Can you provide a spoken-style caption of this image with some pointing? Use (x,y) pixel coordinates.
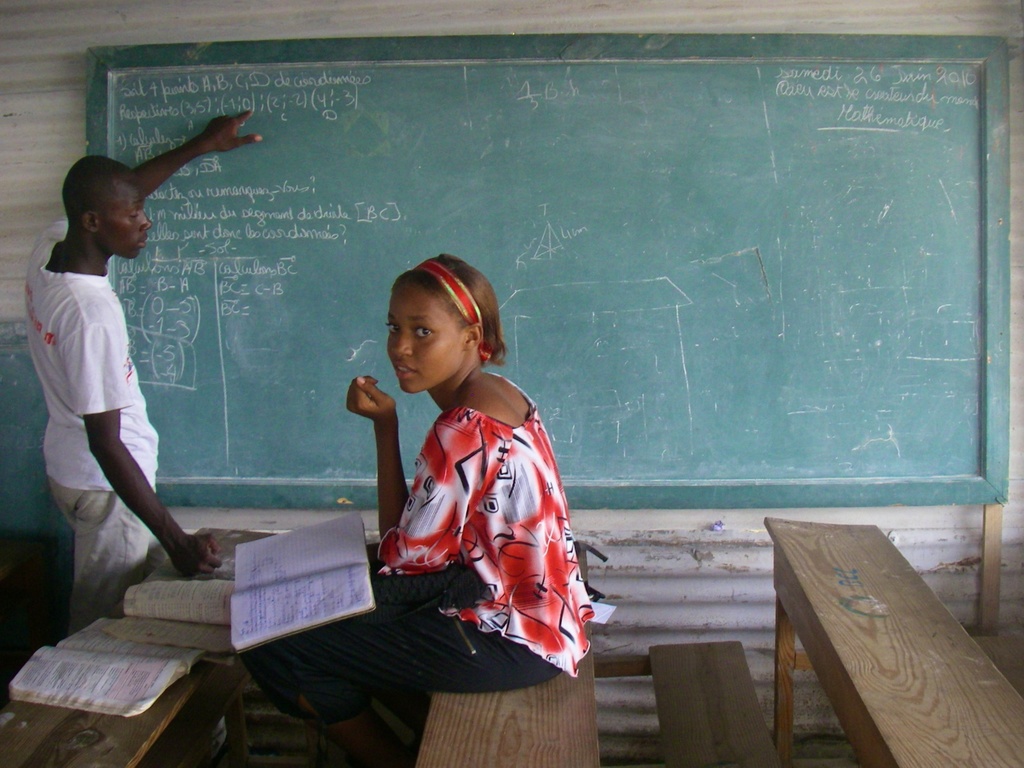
In the center of the image (436,484) we can see a girl (466,539) sitting on the bench (434,718). There are books (259,623) and a bag (446,594). At the bottom (716,684) there are benches (231,755). On the left (138,550) there is a man (106,308) standing. In the background (299,116) there is a board (501,255) and we can see some written on the board (894,181).
